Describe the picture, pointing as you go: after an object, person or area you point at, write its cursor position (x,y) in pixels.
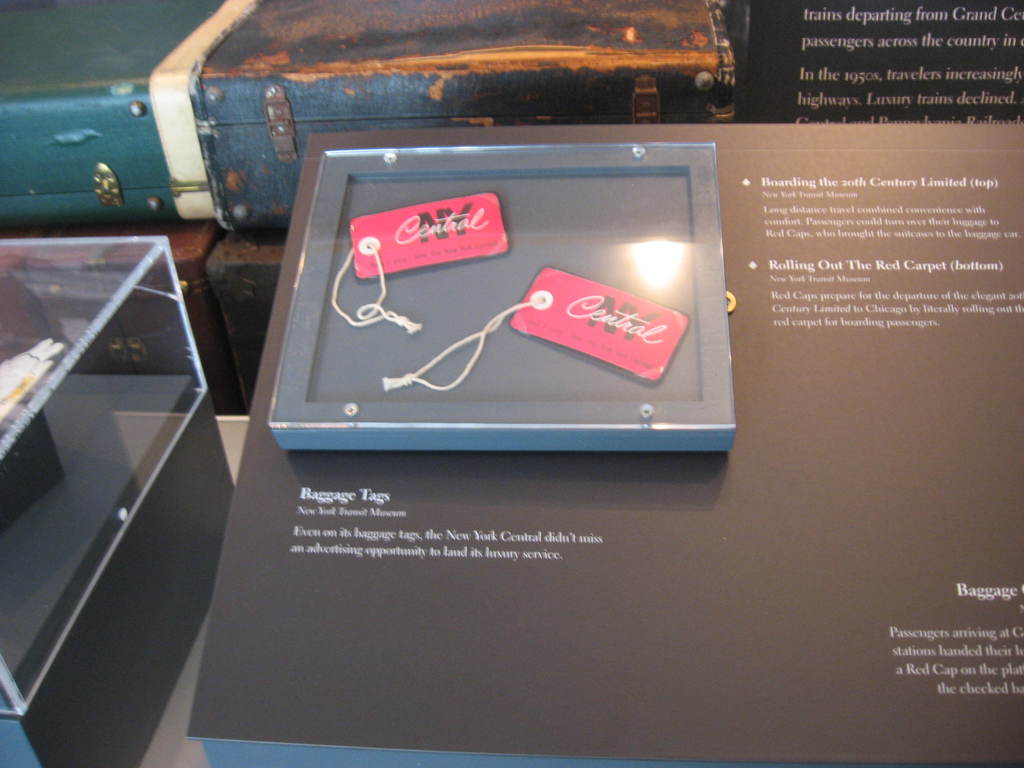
In this image I can see a black colored surface (658,631) and on it I can see a box (504,414) which is blue in color and on the box (582,367) I can see few badges (569,326) which are red in color. In the background (259,196) I can see few boxes (267,143) which are blue in color, a glass box (129,328) and a black board (797,85) with few words (860,95) written on it.
